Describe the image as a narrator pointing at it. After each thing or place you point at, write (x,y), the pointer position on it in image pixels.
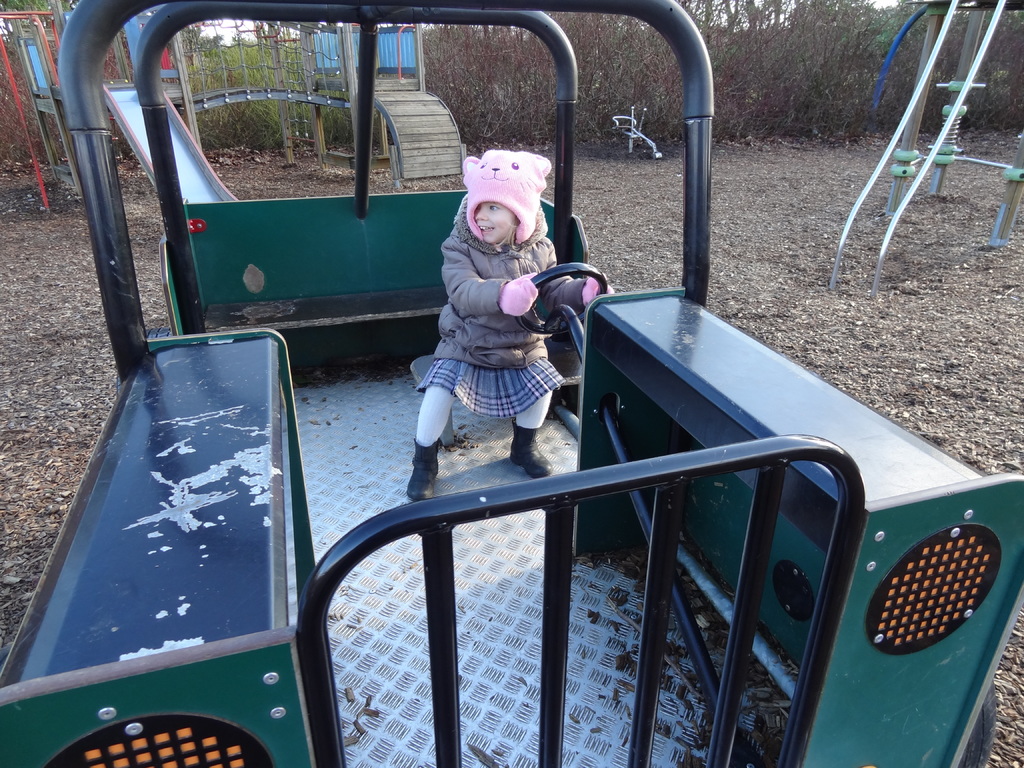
In this image I can see a girl (463,301) is sitting. The girl (486,341) is wearing jacket (470,314), hand gloves (513,283), skirt (468,368) and shoes (417,456). Here I can see a fence (430,563) and some other objects (611,434) on the ground (677,260). In the background (127,117) I can see a slider (121,113), trees (505,63) and plants (740,43).
